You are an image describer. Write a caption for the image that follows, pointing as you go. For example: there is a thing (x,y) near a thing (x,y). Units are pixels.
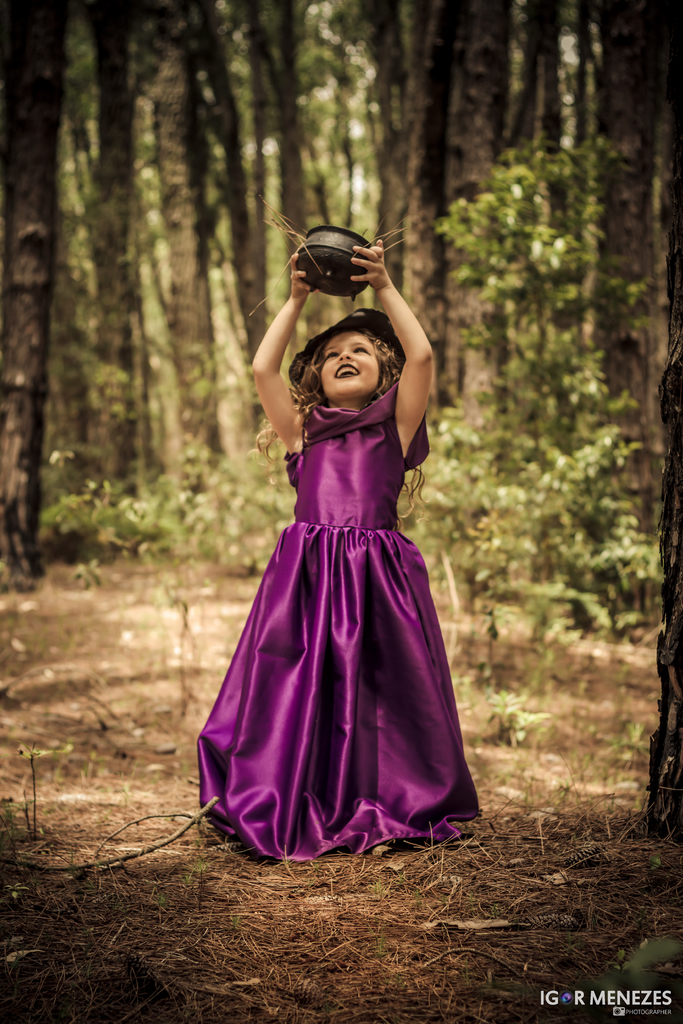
In this picture we can see a small girl (337,720) wearing a purple dress (388,626), standing in the forest (327,195) and holding the black bowl (337,283) in the hand (381,244). Behind there are some tall trees (211,237).
